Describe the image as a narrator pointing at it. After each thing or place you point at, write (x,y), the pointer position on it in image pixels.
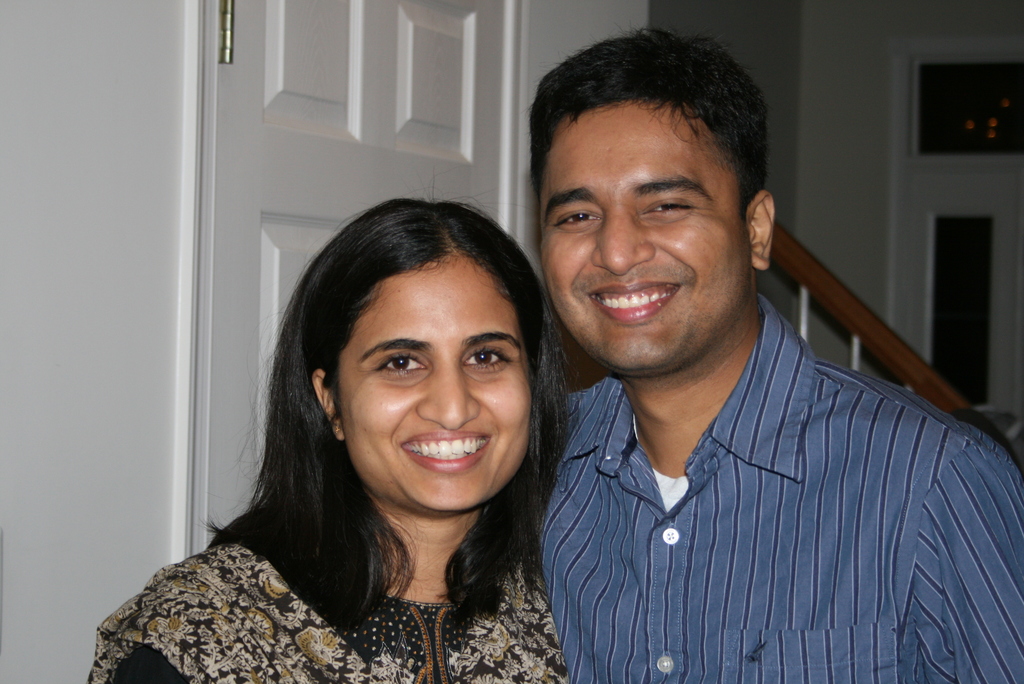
In the image there are two people (582,516) smiling and posing for the photo, behind them there is a white color door (312,146) and behind the door (304,126) there are stairs (795,269).
